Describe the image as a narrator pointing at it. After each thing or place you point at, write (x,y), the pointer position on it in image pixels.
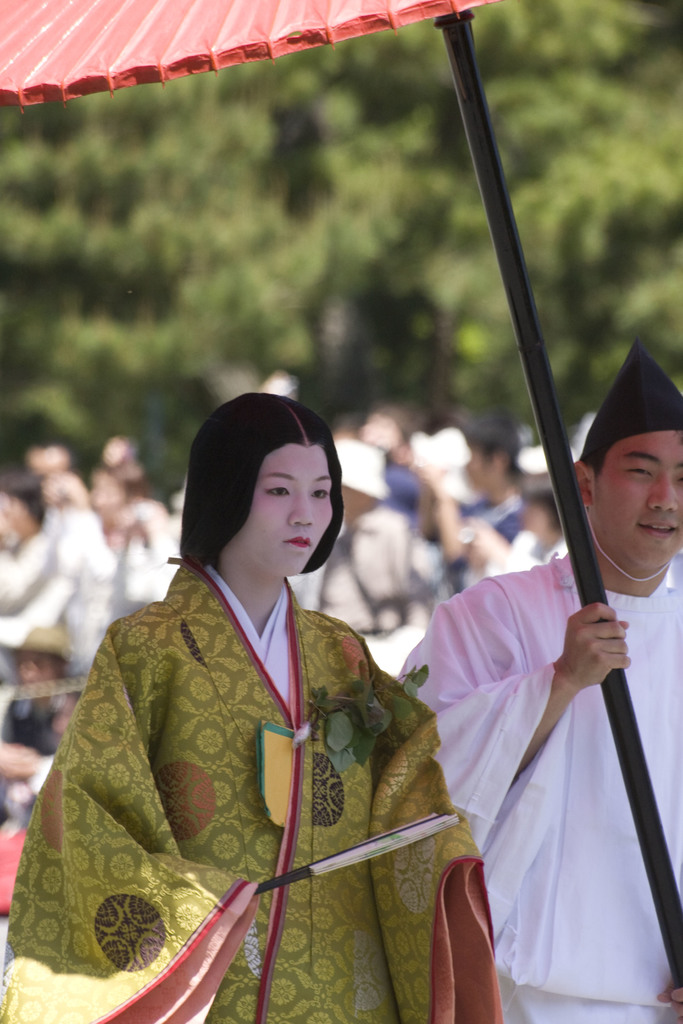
In the middle of the image (266,403) a person (420,730) is standing and holding something. Behind her a man (649,409) is standing and holding an umbrella (163,60). Behind them few people (15,539) are standing and there are some trees (274,326).
